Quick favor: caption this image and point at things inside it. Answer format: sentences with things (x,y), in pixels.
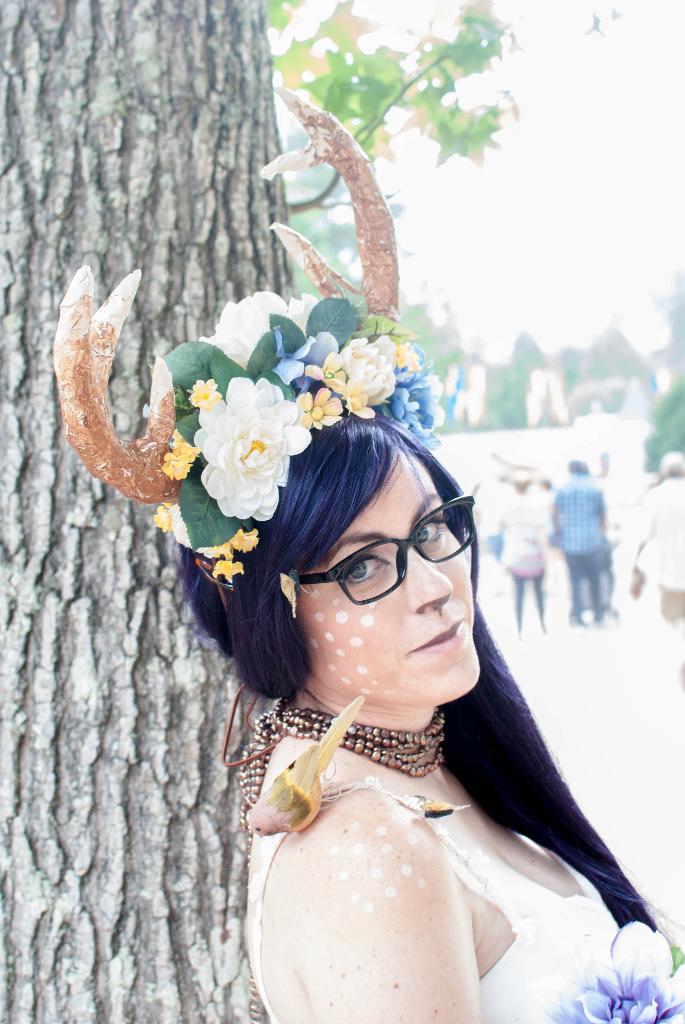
In this picture there is a woman (272,836) with flowers (235,501) and horns (319,272). On the left side of the image (96,818) there is a tree (96,818). At the back (407,310) there are trees (670,397). At the top (563,160) there is sky (441,176).
